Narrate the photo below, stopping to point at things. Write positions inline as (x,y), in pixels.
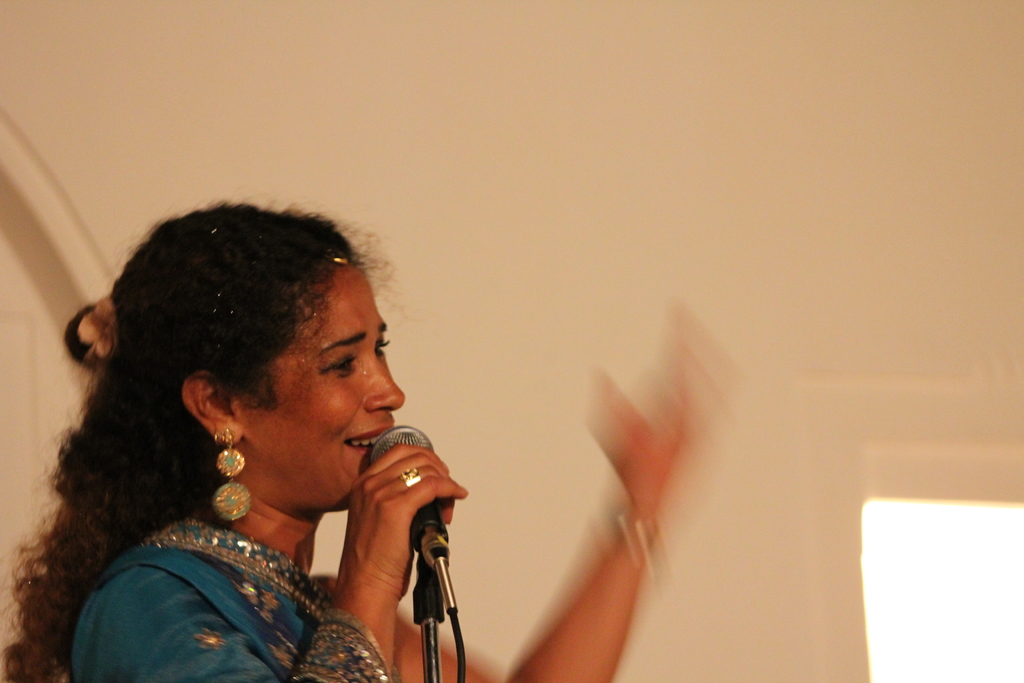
In this image we can see a woman (386,539) wearing a dress (182,570) is holding a microphone (428,537) in her hand (412,519) placed on a stand (425,657).
